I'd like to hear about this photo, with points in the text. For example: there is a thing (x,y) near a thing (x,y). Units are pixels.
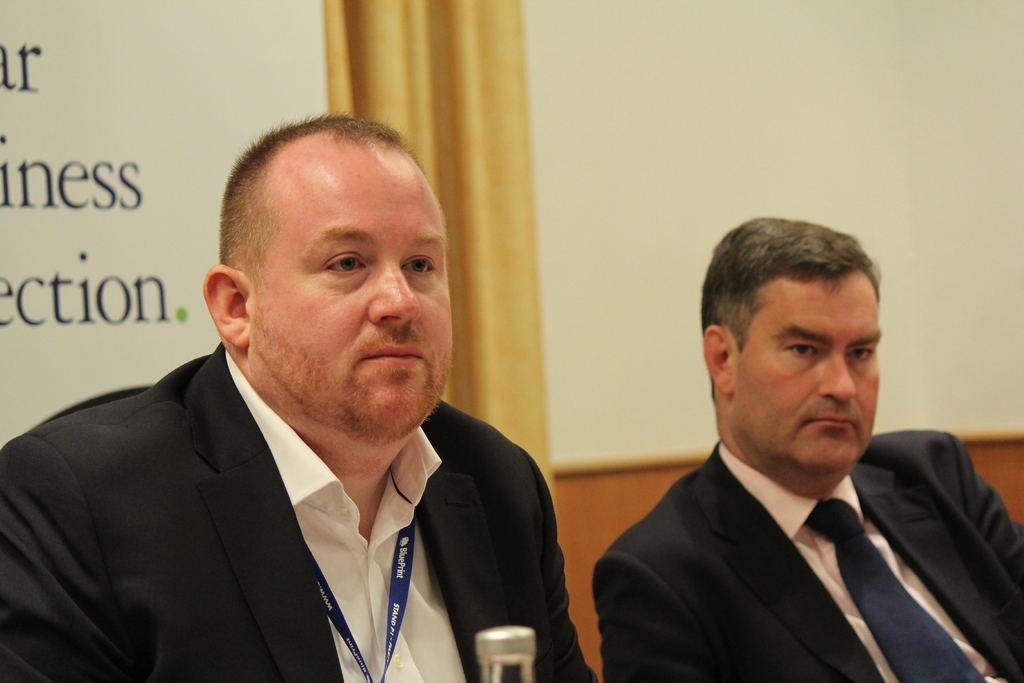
In this image we can see two people (849,602) sitting. They are wearing suits (545,547). In the background (114,80) there are boards (98,114) and a curtain (479,180).
